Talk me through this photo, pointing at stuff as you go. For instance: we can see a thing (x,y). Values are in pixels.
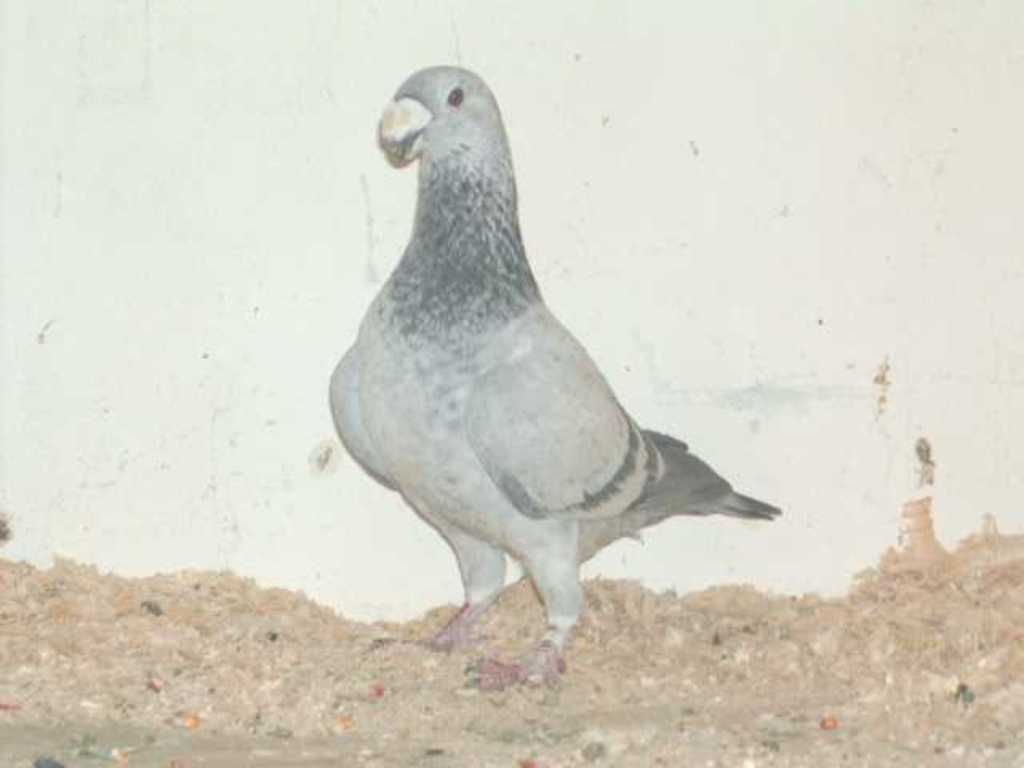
In the image we can see the pigeon (532,390), sand (798,700) and the wall (284,343).
